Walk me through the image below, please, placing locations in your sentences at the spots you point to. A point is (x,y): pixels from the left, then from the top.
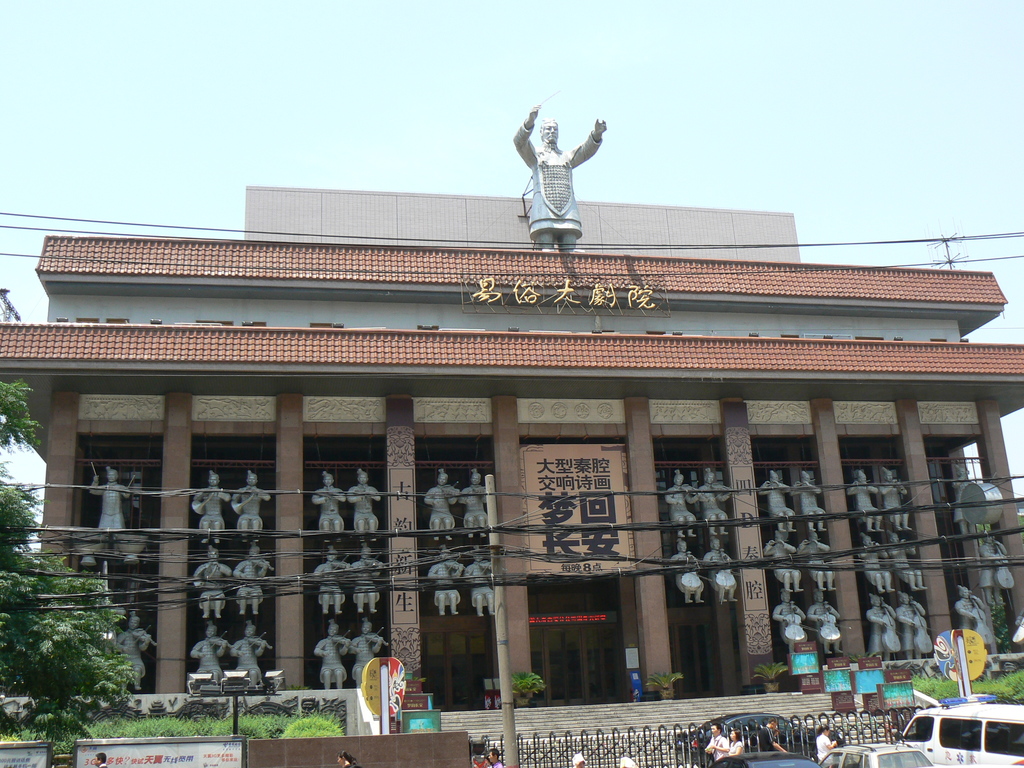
As we can see in the image there is a building (498,210), banner (581,485), statues (549,222), trees (32,625), grass (1007,687), few people (579,762) here and there and fence (649,737). On the right side (978,714) there are cars (955,733). On the top (495,84) there is sky (544,82).
